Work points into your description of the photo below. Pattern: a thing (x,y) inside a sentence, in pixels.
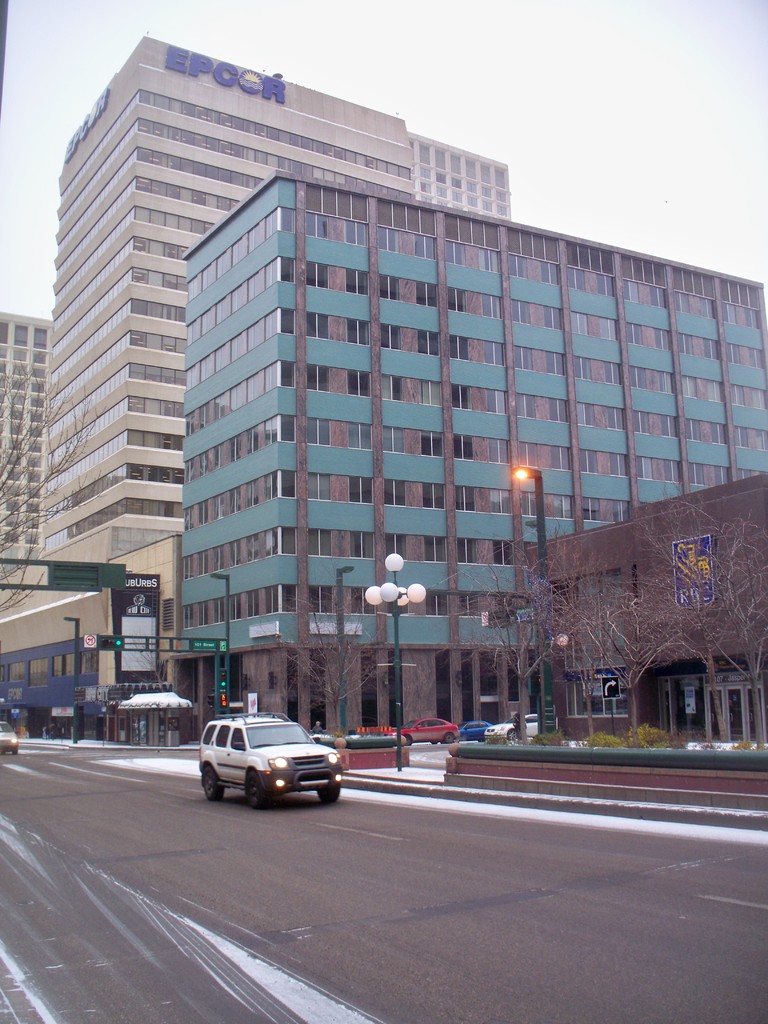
In this image we can see a road (154,863). On the road (168,898) there are vehicles (245,749). On the side of the road (162,884) there is a light pole (387,590). Also there are trees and buildings (228,371). And there are name boards (141,594). And also there are light poles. In the background (253,63) there is sky (36,254).
